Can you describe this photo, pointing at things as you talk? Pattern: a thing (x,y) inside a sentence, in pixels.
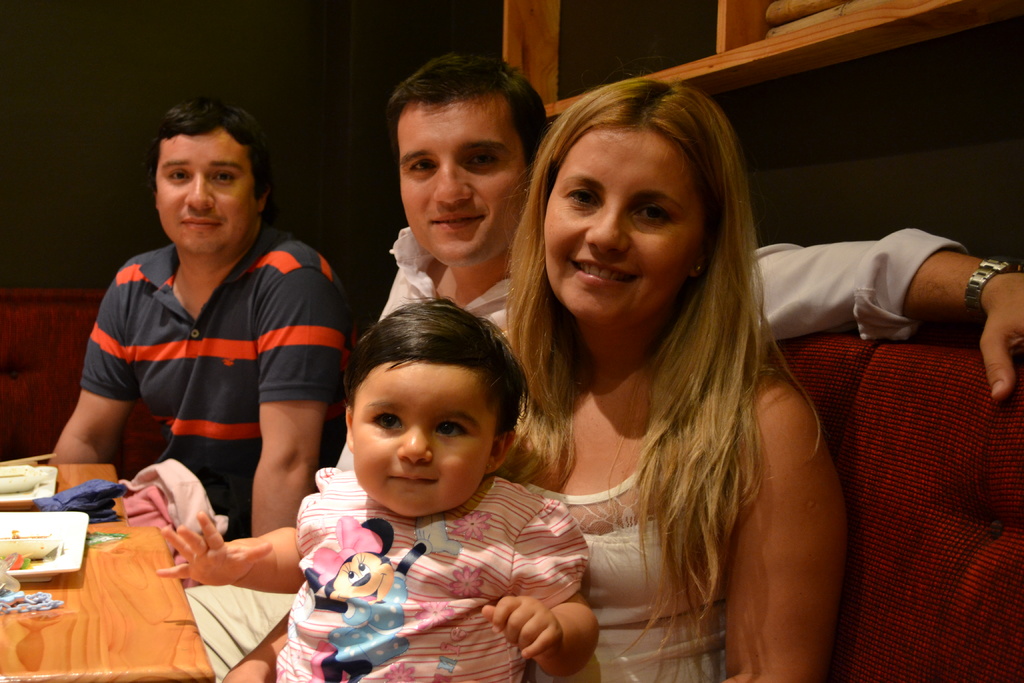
In this picture I can see three persons (540,190) sitting on the couches (9,362) and there is a kid (256,585) sitting on the woman (657,189). I can see plates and some other items (55,498) on the table (161,552), and in the background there are some objects (827,5).
